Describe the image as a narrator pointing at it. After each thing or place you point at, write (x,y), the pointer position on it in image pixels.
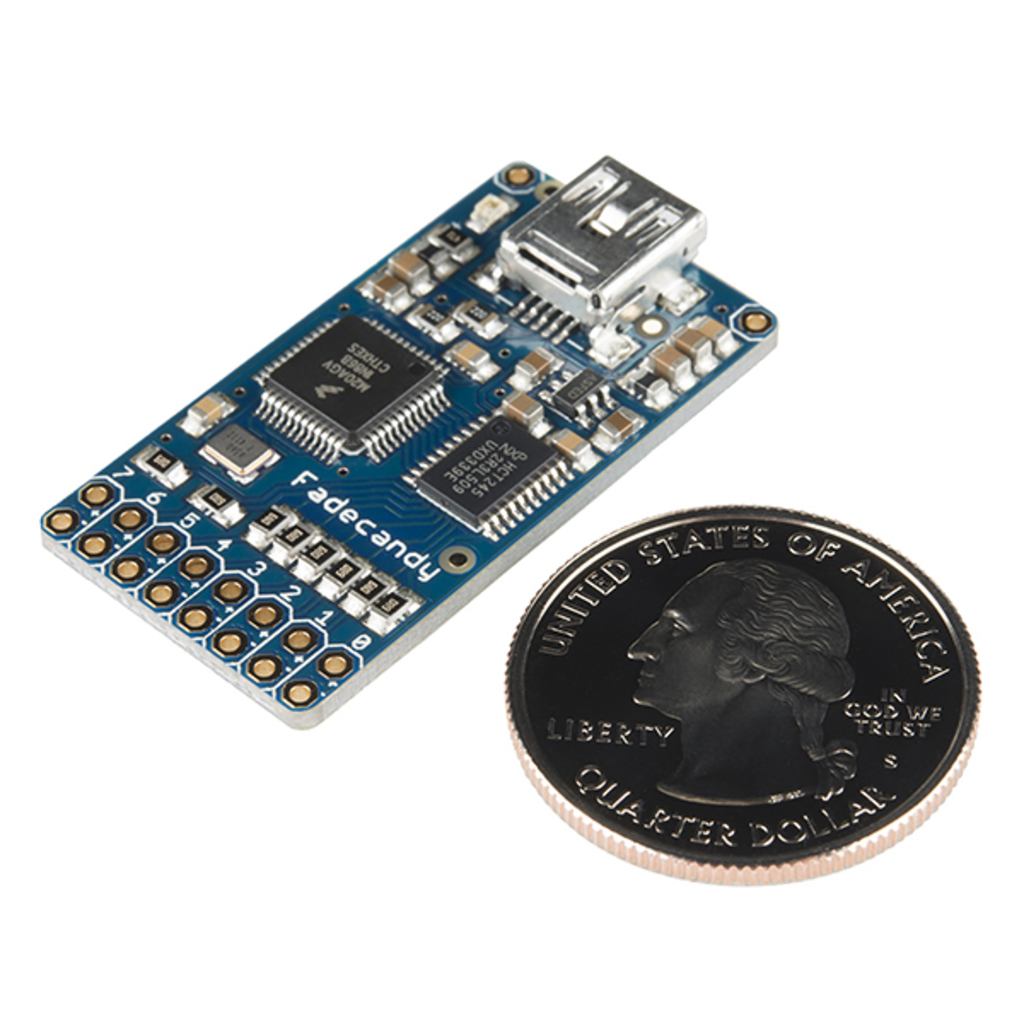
This is an electronic circuit board (501,440), in the right side (829,680) it is a coin (762,699).
